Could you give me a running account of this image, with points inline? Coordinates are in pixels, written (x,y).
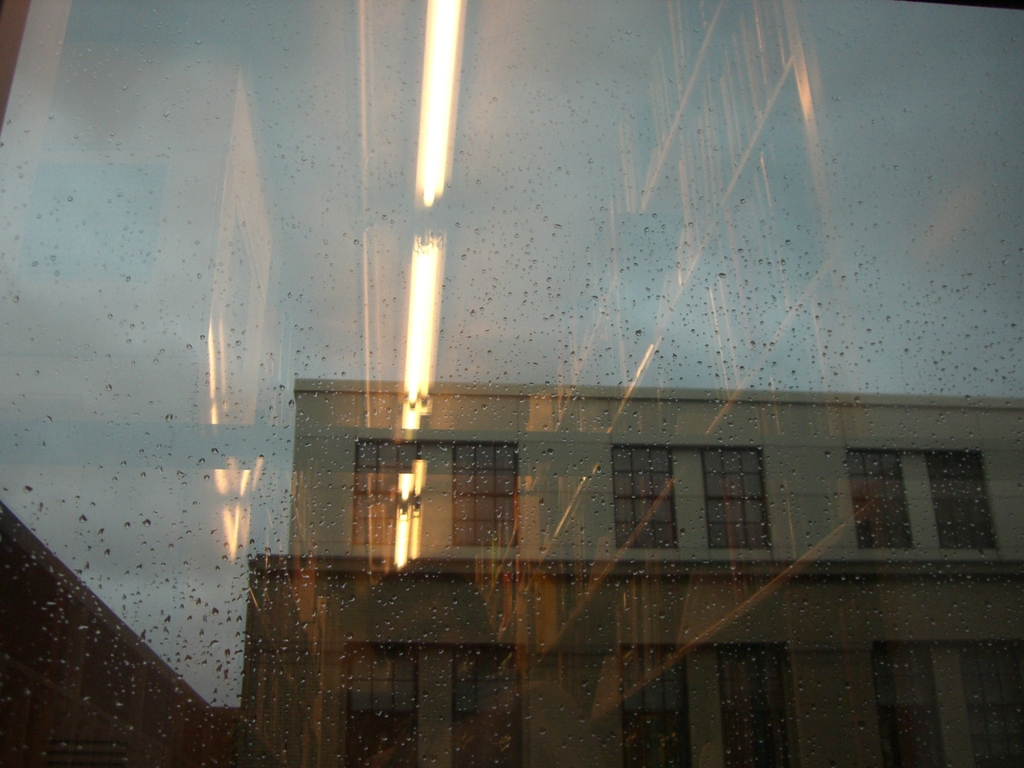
In this image, I can see a building (656,687) with windows (507,507) and the sky (180,297) through a transparent glass (214,264). I can see the reflection (422,265) of tube lights (417,306), water droplets (456,273) and few other objects (617,288) on transparent glass (549,133).
